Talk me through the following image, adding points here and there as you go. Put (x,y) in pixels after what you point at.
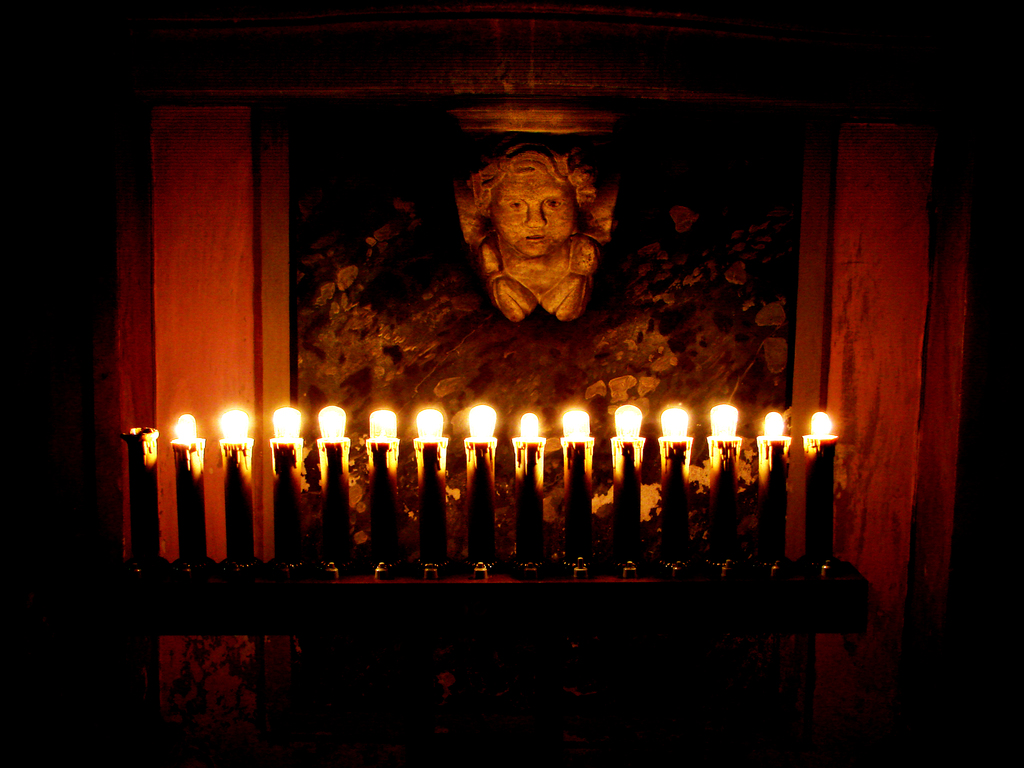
In this image there are candles (481,559) on the platform (615,608). Behind the candles (763,459) there is a sculpture (543,264) on the wall (455,285).
